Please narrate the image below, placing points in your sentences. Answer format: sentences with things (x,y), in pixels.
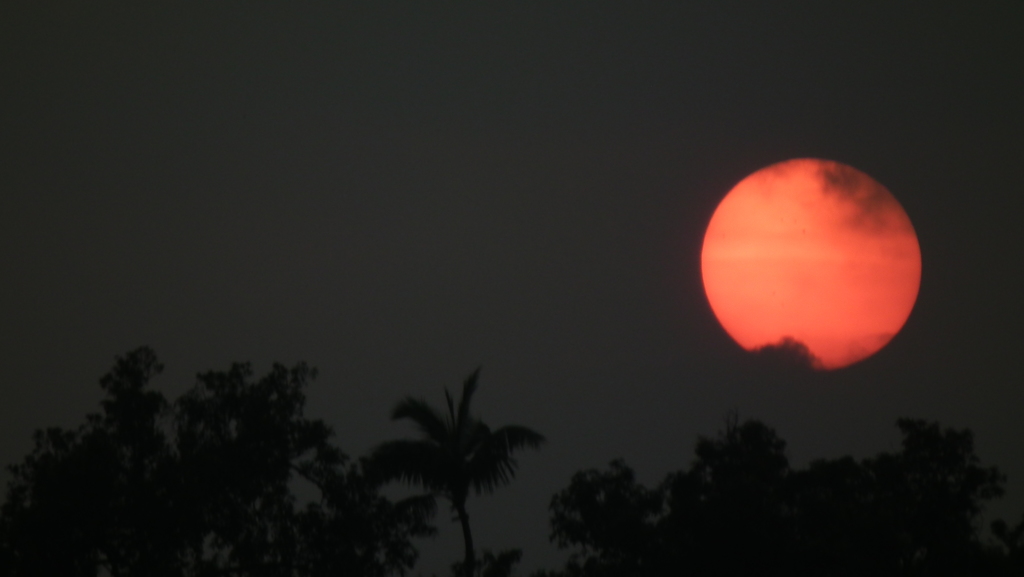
In this image, we can see so many trees (750,557), moon (726,322) and sky (459,265).
